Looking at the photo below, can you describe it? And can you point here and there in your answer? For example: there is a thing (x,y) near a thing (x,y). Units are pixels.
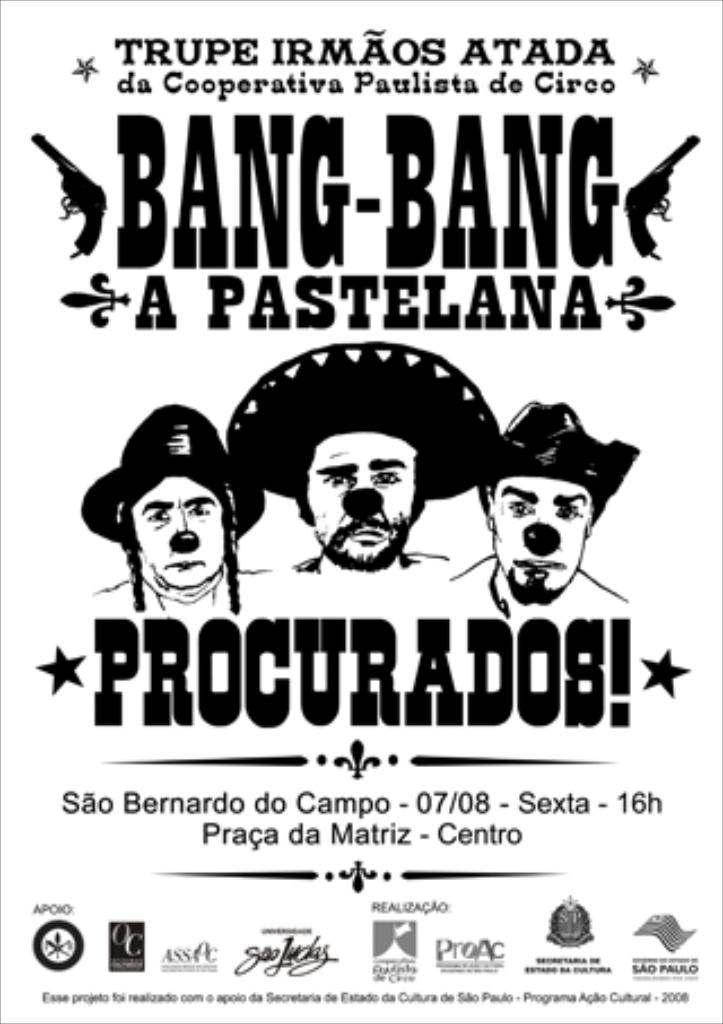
This image looks like an edited photo in which I can see three persons (337,565), text (497,641) and logos (561,945).
